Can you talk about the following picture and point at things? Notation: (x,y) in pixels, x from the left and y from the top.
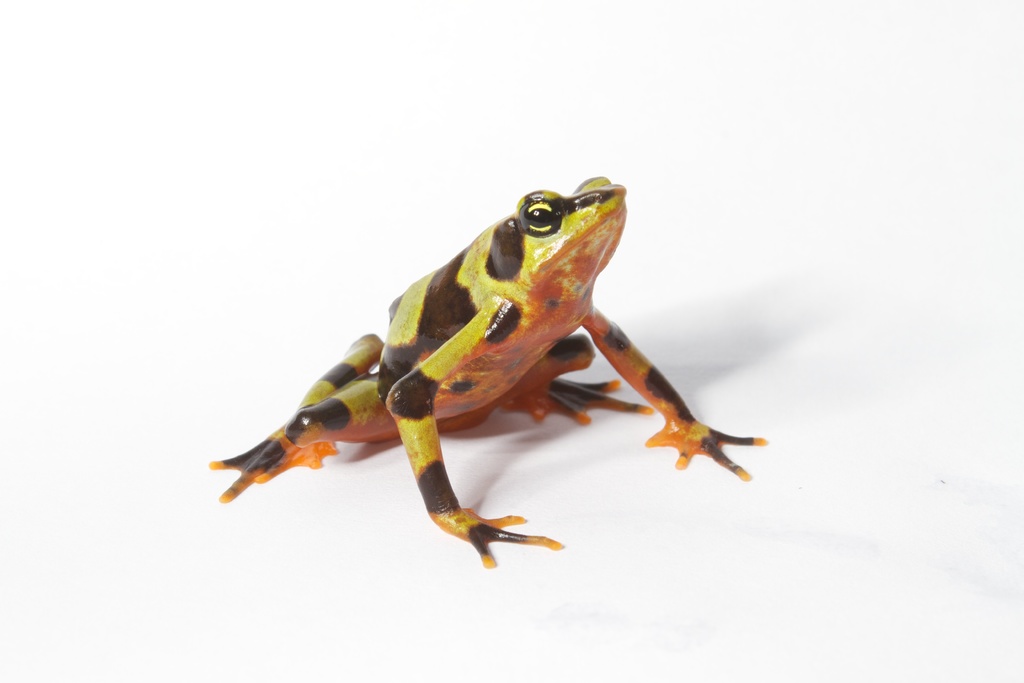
In this image, I can see a frog (444,358). The background (328,152) looks white in color.
